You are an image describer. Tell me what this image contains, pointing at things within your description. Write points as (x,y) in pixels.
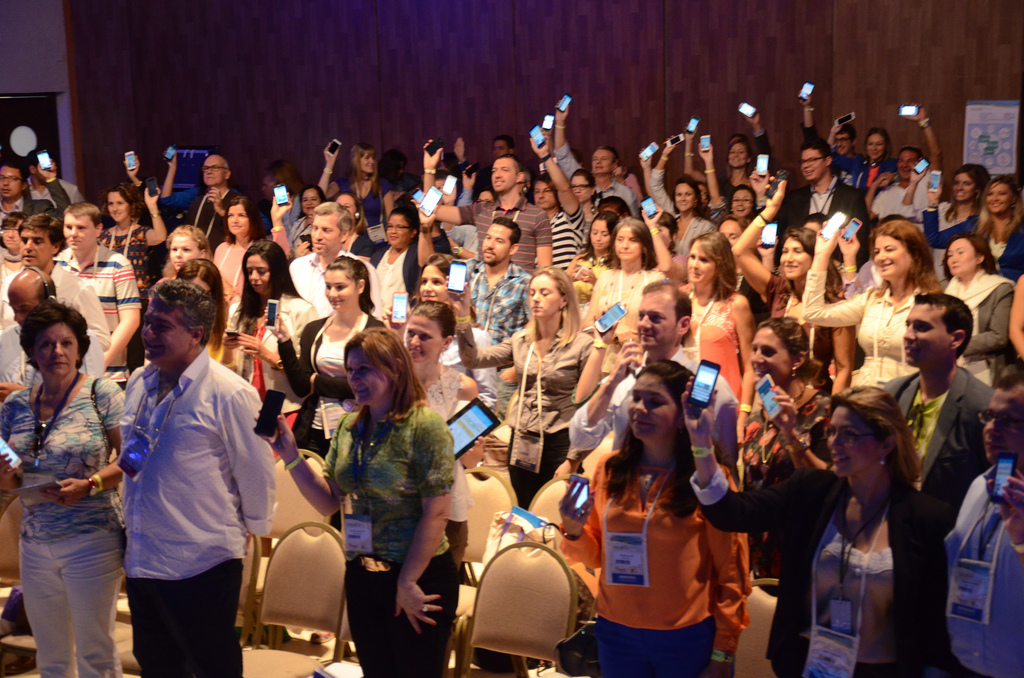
In this image I can see number of people (514,252) are standing and I can also see most of them are holding mobile phones (934,178). In the front (487,425) I can see few empty chairs (549,486) and I can also see one person (454,527) is holding a tablet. On the right side of this image (966,130) I can see a white colour poster (983,125) on the wall (89,119) and on the left side (47,97) I can see a black colour thing (53,162). I can also see few people (2,374) are wearing ID cards (518,462).
